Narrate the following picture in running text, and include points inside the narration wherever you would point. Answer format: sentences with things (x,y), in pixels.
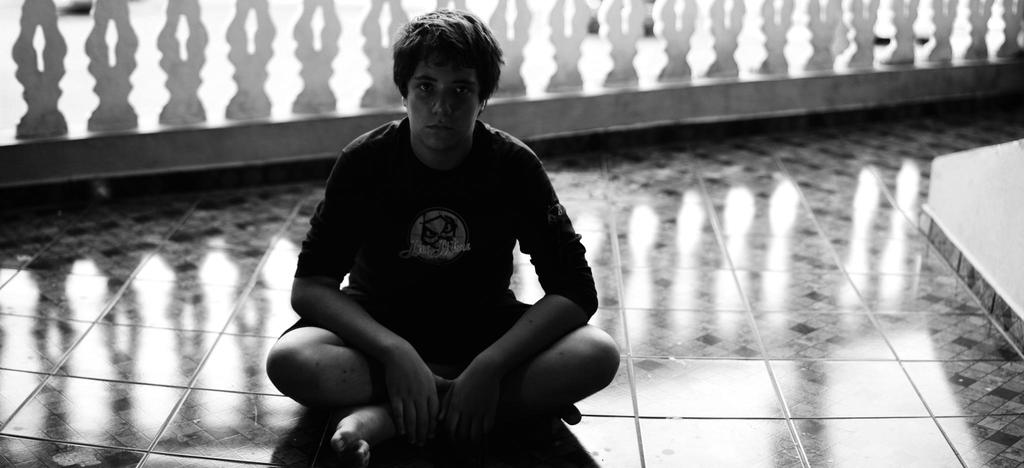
In this image I can see a person (543,285) is sitting on the floor (751,308). Back I can see a fencing (691,54). The image is in black and white.
